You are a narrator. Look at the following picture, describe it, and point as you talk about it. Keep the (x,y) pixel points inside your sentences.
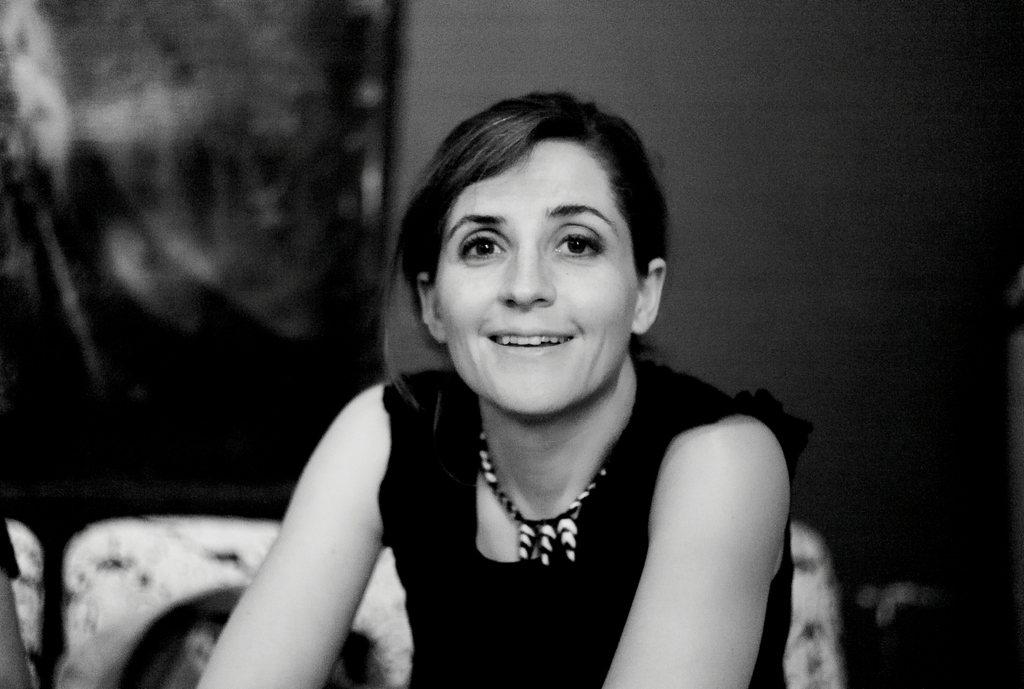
In this black and white image, we can see a person (613,553) on blur background.
